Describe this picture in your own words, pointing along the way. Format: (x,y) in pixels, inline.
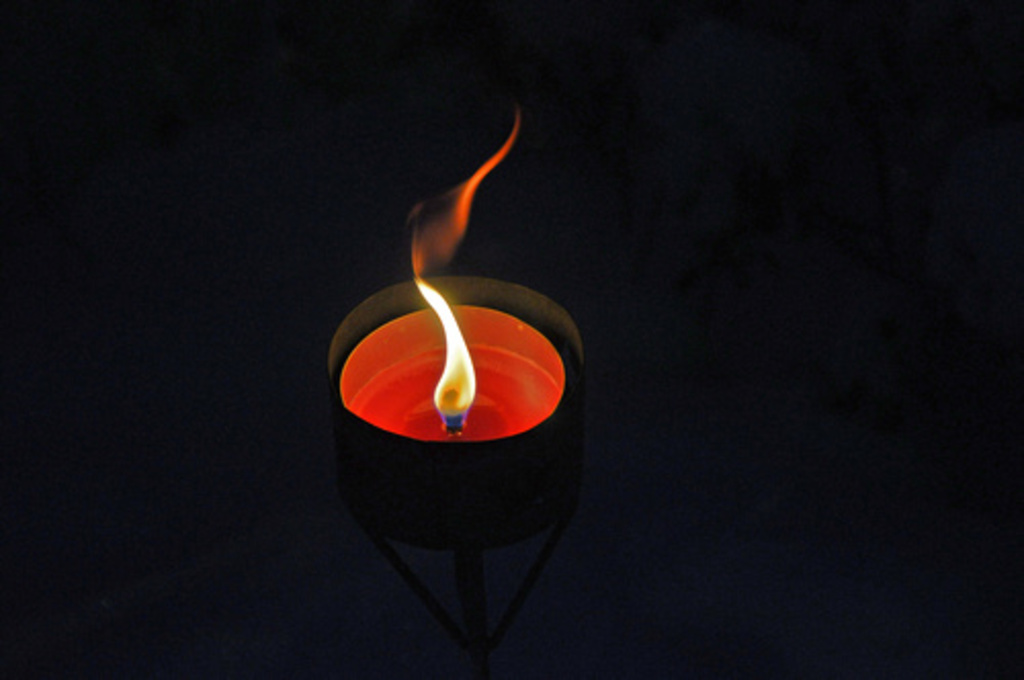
In this picture, we see the candle (459,408) which is lighted. This candle (464,422) is placed on the candle stand (419,525). In the background (714,308), it is black in color. This picture is clicked in the dark.
